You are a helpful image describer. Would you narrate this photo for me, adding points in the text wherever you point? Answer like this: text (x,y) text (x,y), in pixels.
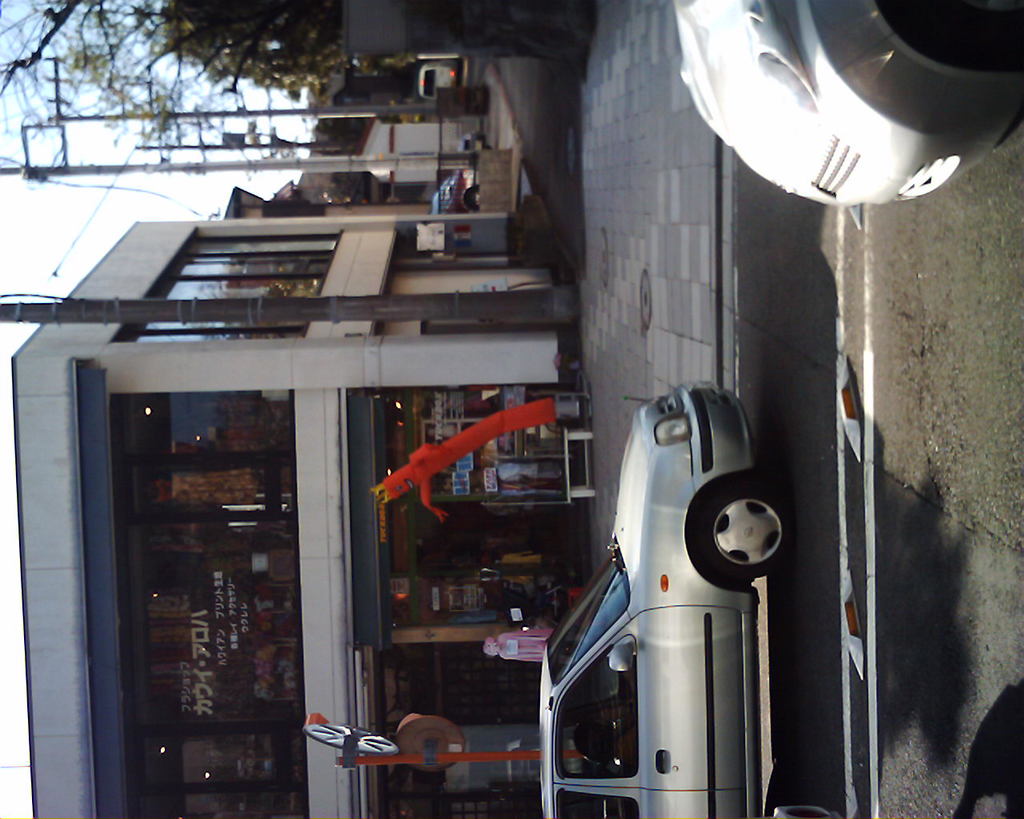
In this image, we can see buildings (466,544), poles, trees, walls (360,12) and store (413,541). Here we can see a vehicle (739,627) on the road (819,617). Top of the image (773,10), we can see vehicles (446,82). At the bottom (437,745), we can see pole (520,758) and boards (381,750). Left side (63,218) background (109,208), we can see the sky (79,211).
